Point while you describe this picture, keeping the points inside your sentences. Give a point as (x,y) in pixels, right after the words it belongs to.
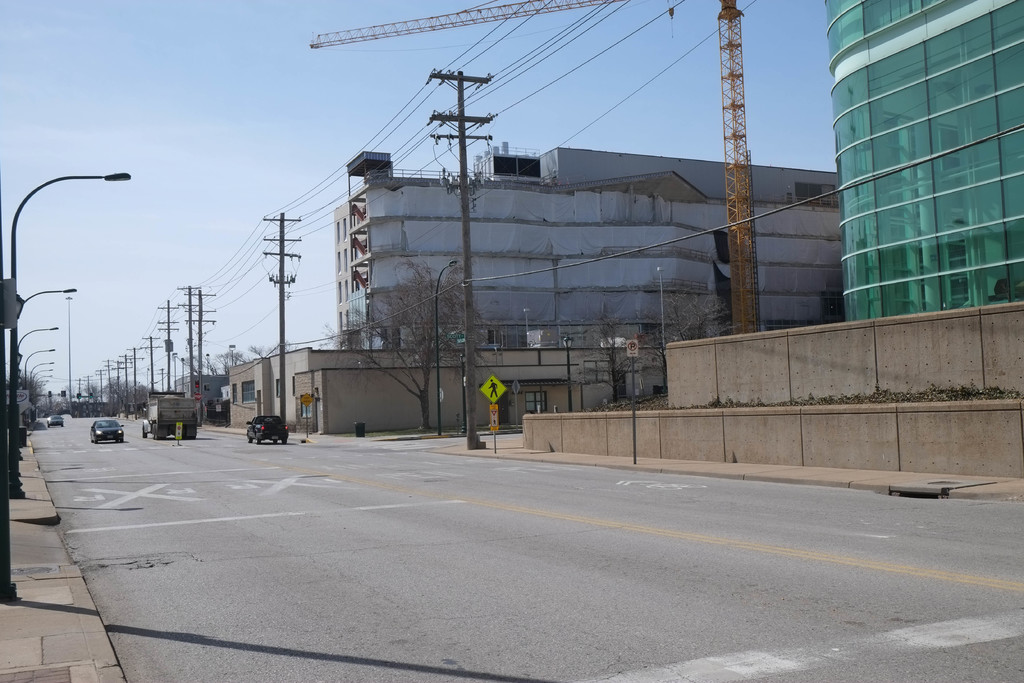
This image is clicked on a street (214,601), in the middle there are vehicles (103,427) going on the road (191,441) and on the right side (939,267) there are buildings (932,163) inside fence (672,432) with electric poles (463,231) outside on the road (205,505) and street lights (1,386) on the left side of footpath (33,527) and above its sky (76,127).
